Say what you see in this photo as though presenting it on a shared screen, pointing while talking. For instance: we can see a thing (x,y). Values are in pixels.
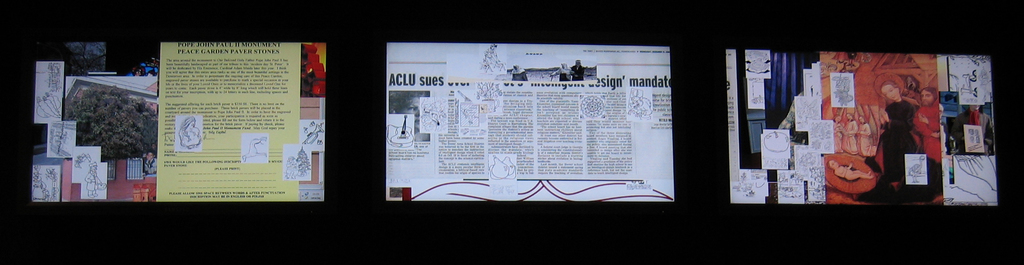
This is a collage picture. I can see photos (414,130), words (653,114) and paragraphs (595,145) on the papers (322,158).
